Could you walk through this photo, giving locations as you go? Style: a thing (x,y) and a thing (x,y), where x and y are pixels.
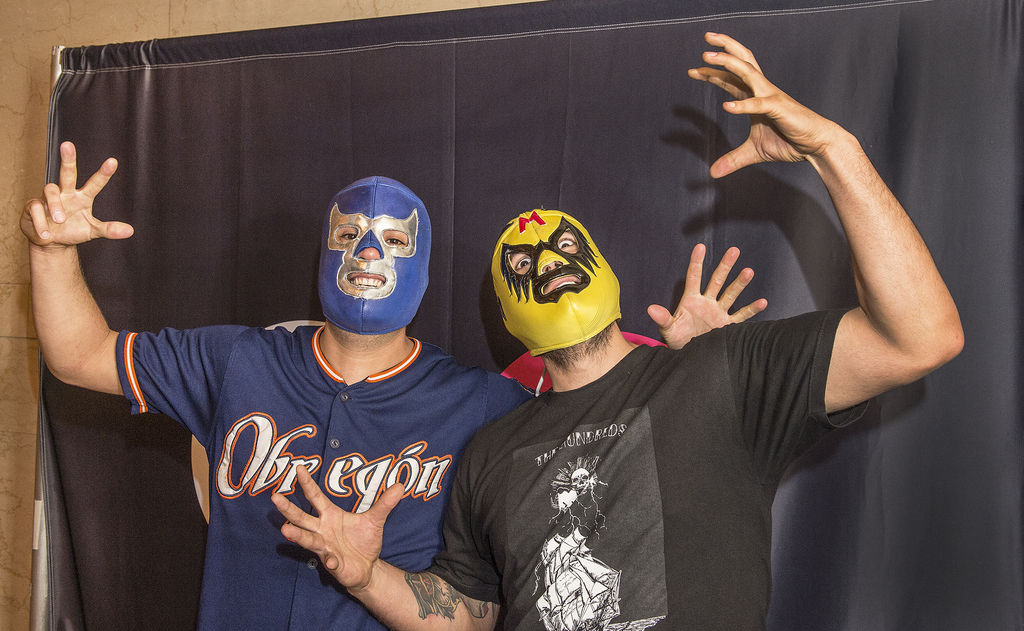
In the foreground of the picture (474,540) there are two people (500,403) wearing masks (516,292), behind them there is a black curtain (268,125). On the left (44,125) it is wall (78,44).
